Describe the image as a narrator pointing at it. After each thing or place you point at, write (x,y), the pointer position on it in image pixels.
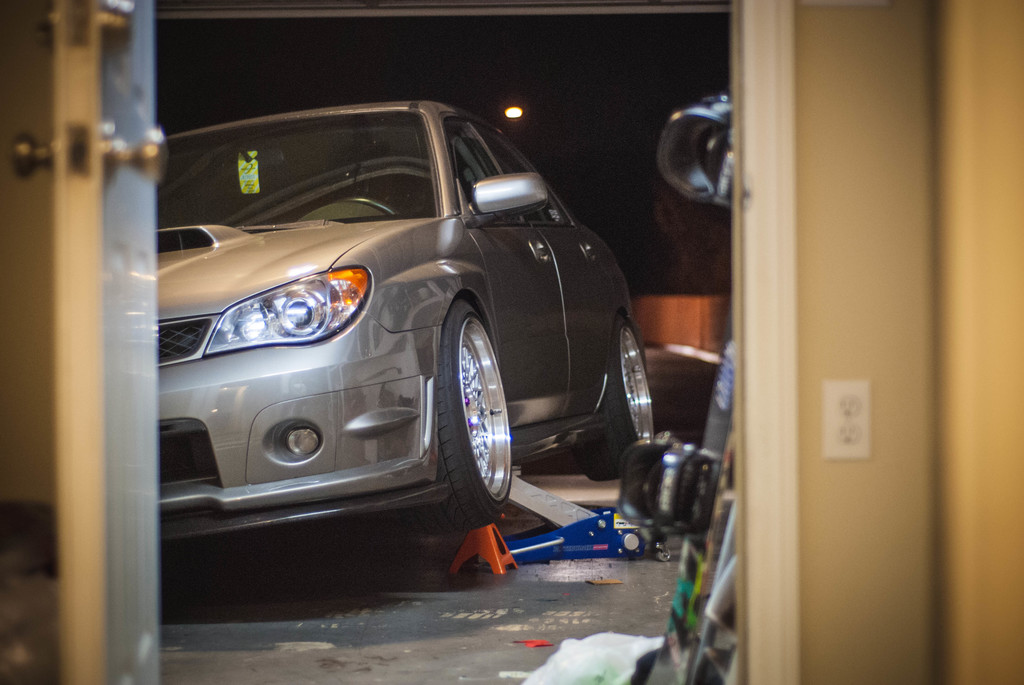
In the foreground of the image (50,336) there is door (102,372). There is wall (942,329). In the background of the image (381,229) there is a car (202,478). At the bottom of the image (511,550) there are objects (511,550) on the floor (457,595).
